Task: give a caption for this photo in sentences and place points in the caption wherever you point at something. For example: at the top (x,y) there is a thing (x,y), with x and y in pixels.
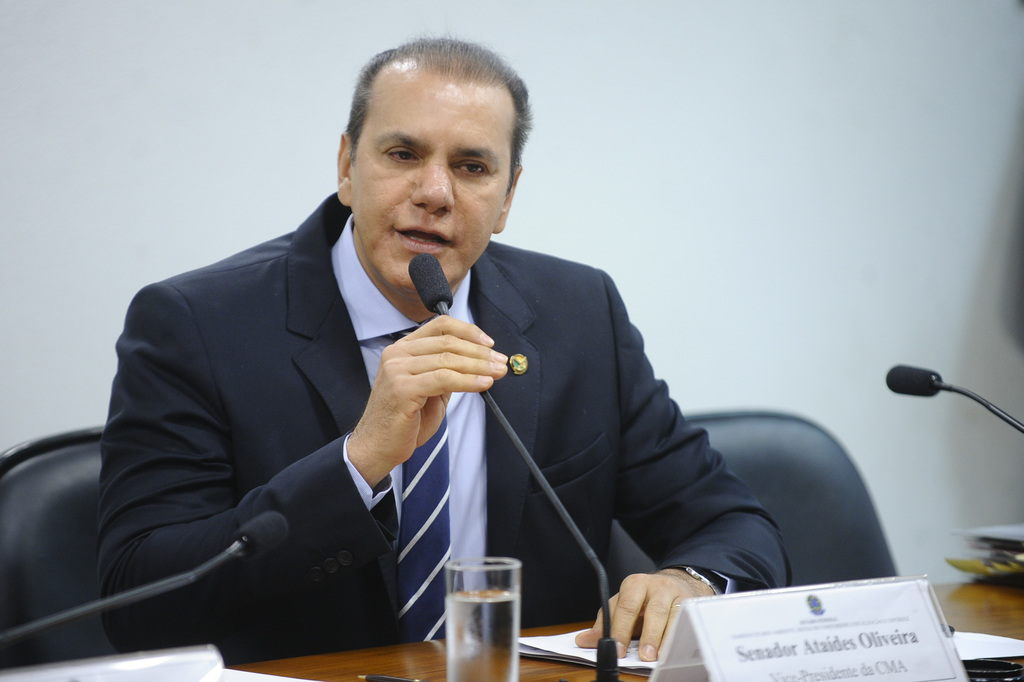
In this image, in the middle (606,441) there is a man (671,541) sitting on a chair (747,489) which is in black color, he is holding a microphone (432,267) which is in black color, he is speaking in the microphone (420,273), there is a glass (448,649) on the table (557,667) and there is a white color board (794,650) on the table (446,679), in the background (938,569) there is a white color wall (730,260).
